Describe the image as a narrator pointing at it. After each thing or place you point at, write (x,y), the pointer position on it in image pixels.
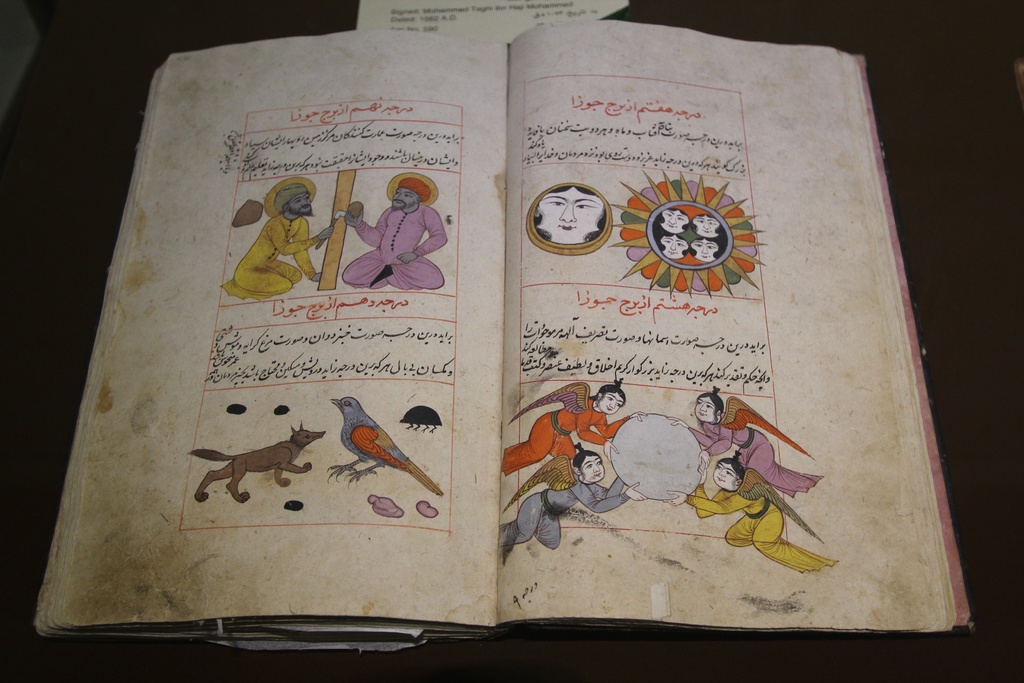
There is an open book (766,181) which has figures (766,489) of people (611,489) and animals (295,436).
